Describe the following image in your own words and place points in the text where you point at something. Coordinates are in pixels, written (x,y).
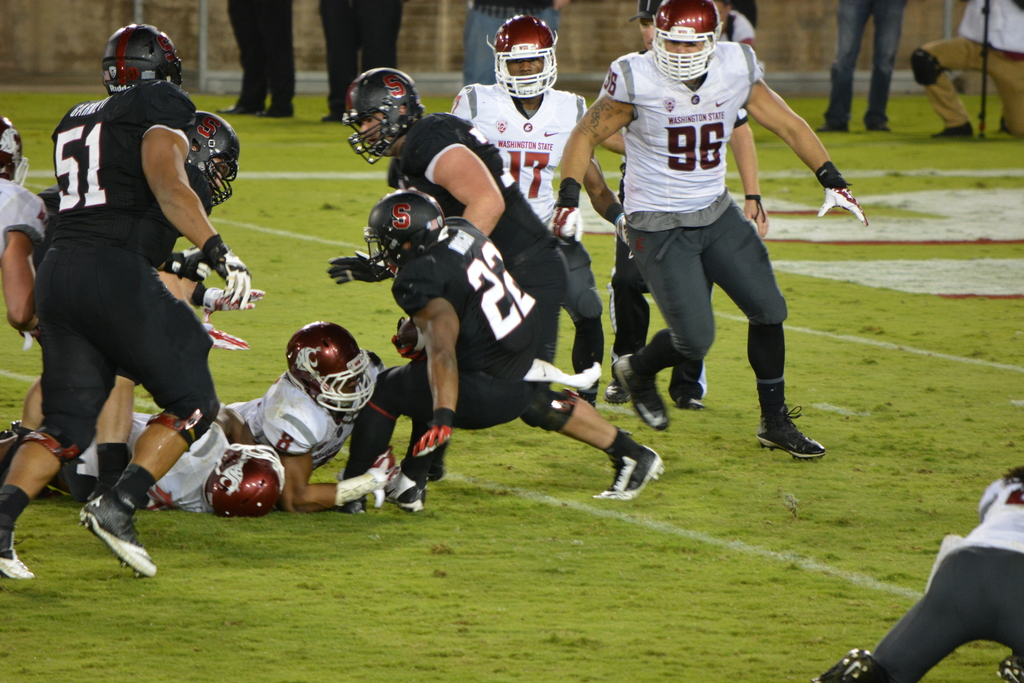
In this picture I can see a few people (400,384) wearing helmets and black jersey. I can see a few people (358,390) wearing helmets (358,390) and white jersey (491,103). I can see a person (432,342) holding the ball (414,344). I can see green grass (612,605). I can see a few people (495,53) in the background (485,67). I can see the wall (440,79).
